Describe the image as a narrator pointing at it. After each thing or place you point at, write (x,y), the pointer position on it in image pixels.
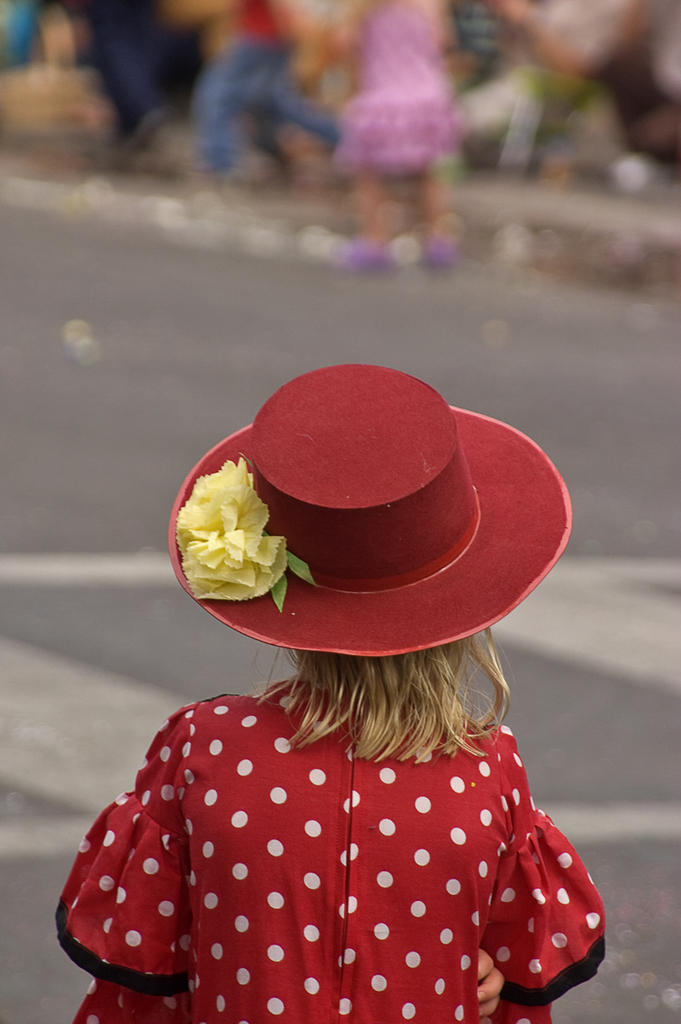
In the middle of the image (440,421) a girl (483,545) is standing. top of the image (445,215) few people (162,3) are standing and it is blurry.
